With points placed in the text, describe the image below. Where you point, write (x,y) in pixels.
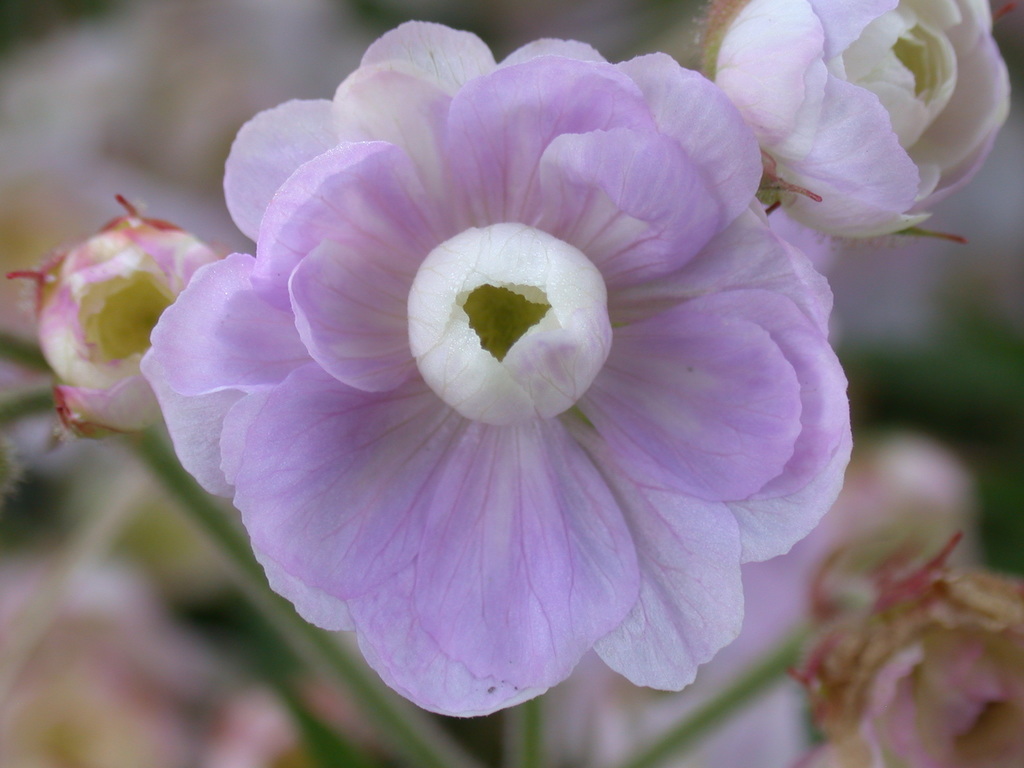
In this picture we can see few flowers (475,241) and blurry background (526,6).
